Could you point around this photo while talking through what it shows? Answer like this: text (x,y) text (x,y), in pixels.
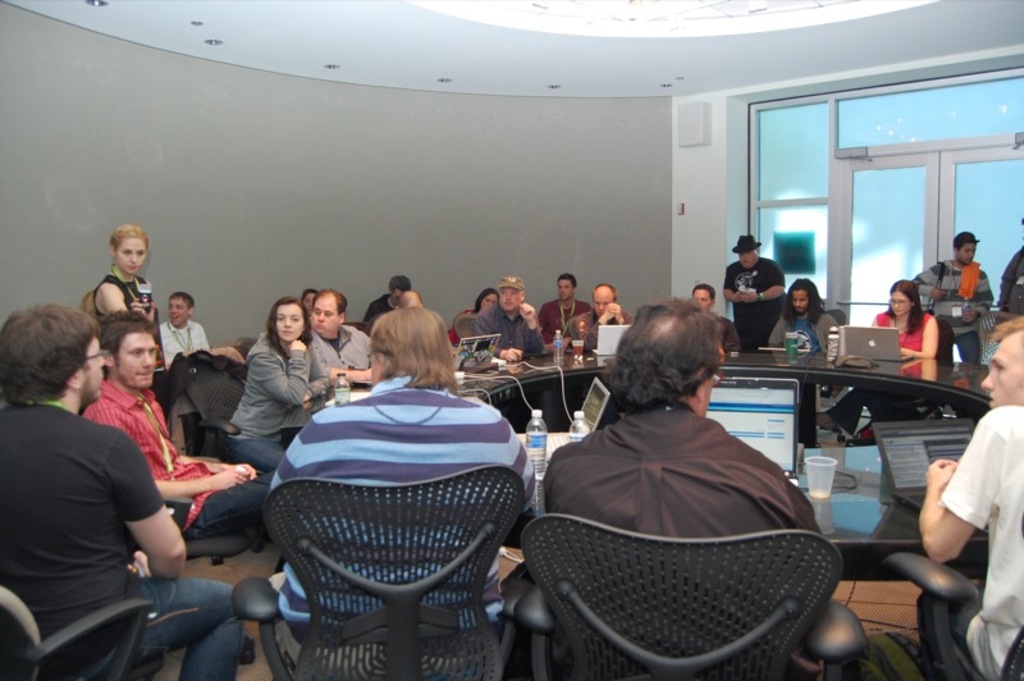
In this picture I can see few people (105,522) are sitting in the chairs (604,532) and I can see few laptops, water bottles (539,437) on the table (579,386) and I can see few (976,289) are standing and I can see glass door (875,176).
